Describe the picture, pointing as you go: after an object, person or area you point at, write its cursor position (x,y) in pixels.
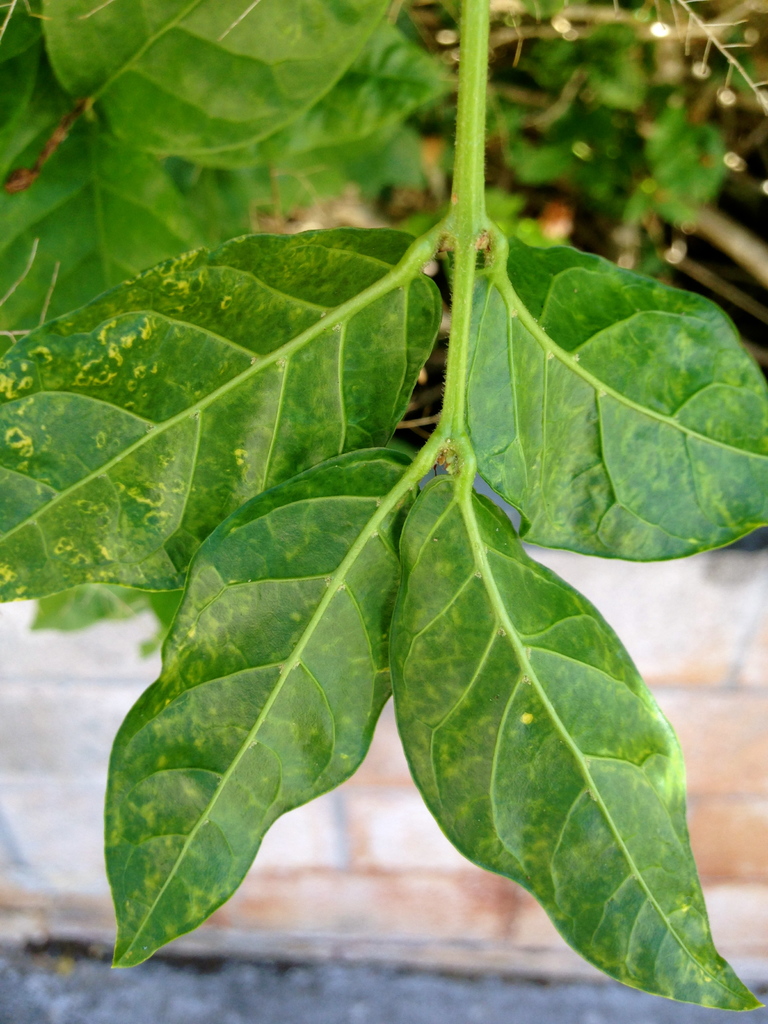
In this image, green leaves (340,709) with stem (470,135). Background (407,899) there is a wall (458,907) and road (384,992). Top of the image (598,194), we can see leaves (373,191) and stems (464,31).
